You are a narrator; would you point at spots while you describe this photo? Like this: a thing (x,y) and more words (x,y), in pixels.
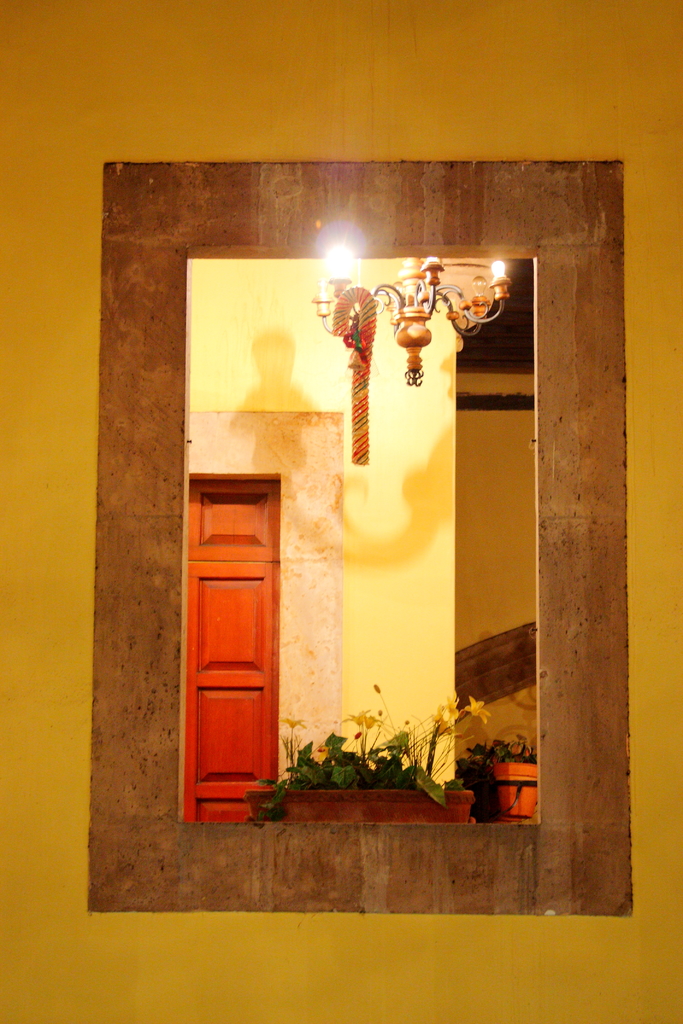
In the foreground of this image (507,924), there is a wall (55,34) and a window (446,199). Through the window (326,891), we can see a door (247,656) like an object (215,714), wall (438,565), a chandelier (474,299) and few plants (365,780).
